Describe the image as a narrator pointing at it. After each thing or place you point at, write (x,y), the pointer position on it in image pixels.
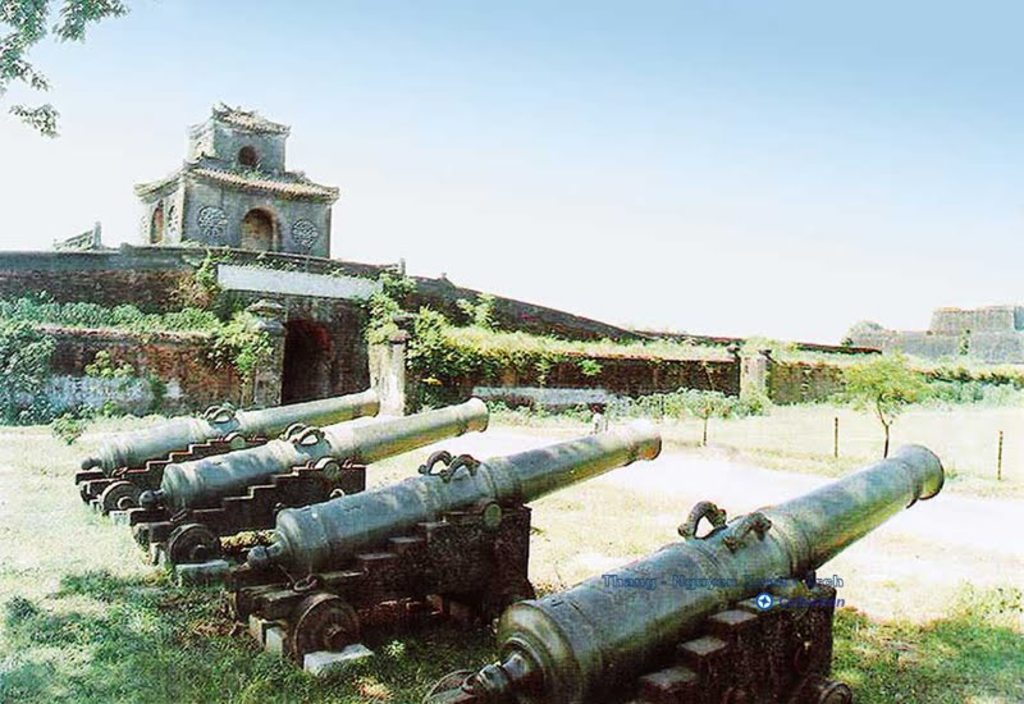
In this image I can see four cannons (334,545). Background (483,331) I can see trees (493,323) in green color, a building (321,207), and sky (590,178) in blue and white color.
